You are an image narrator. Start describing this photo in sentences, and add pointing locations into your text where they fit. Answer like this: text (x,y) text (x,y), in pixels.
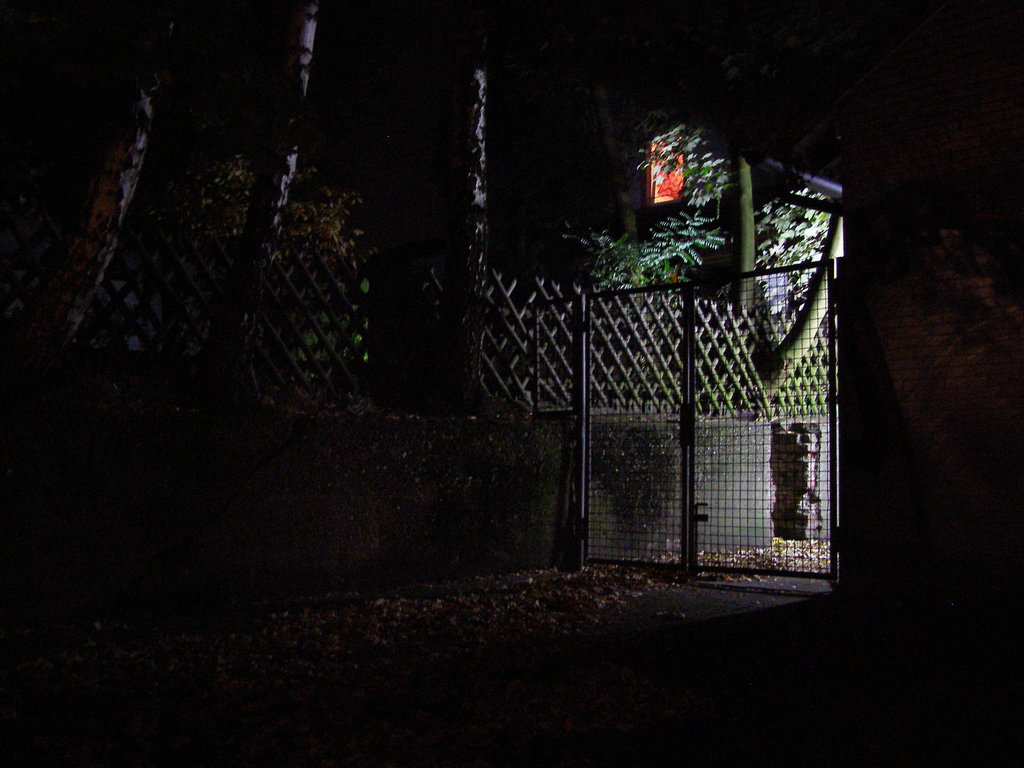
There is a road (725,616), near dry leaves (630,587) which are on the ground (725,602). On the right side (759,392), there is a gate (758,396) which attached to the wall (516,473) and a building (941,463). There is fencing (610,335) on the wall (544,471). In the background (694,199), there are trees (467,106) and the background (439,93) is dark in color.
